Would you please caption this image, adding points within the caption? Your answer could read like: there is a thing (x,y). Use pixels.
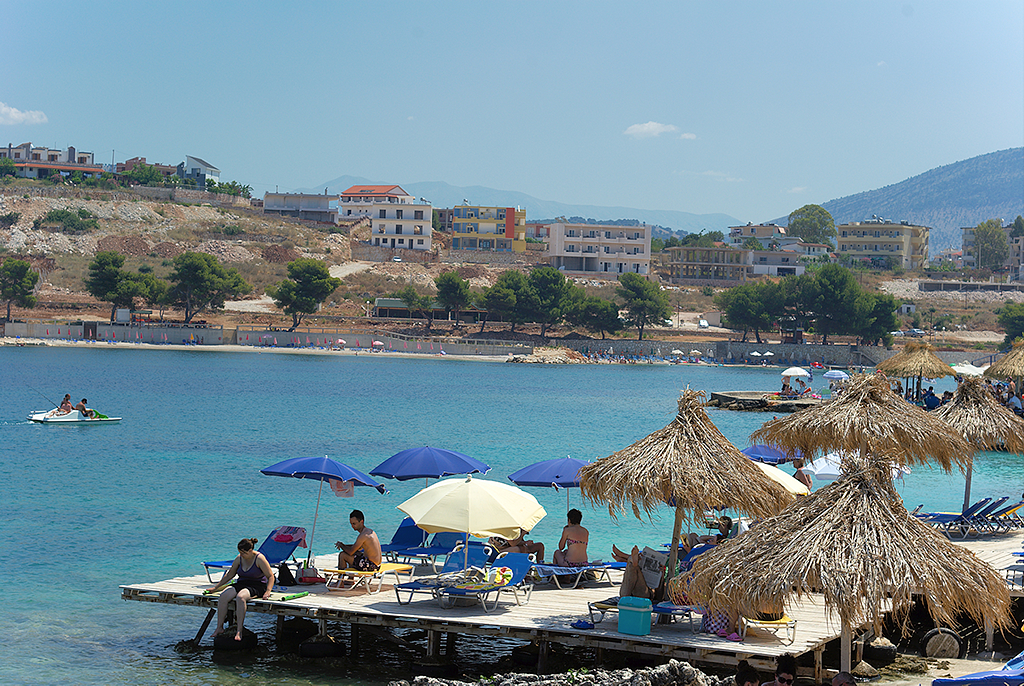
In this image we can see some persons (240,577) sitting and lying on beach benches (337,570) which are under umbrellas (468,500) we can see some boats (34,412) moving on water (386,422) and in the background of the image (561,321) there are some trees (326,284), buildings (400,193), mountains (914,200) and clear sky (442,101).
